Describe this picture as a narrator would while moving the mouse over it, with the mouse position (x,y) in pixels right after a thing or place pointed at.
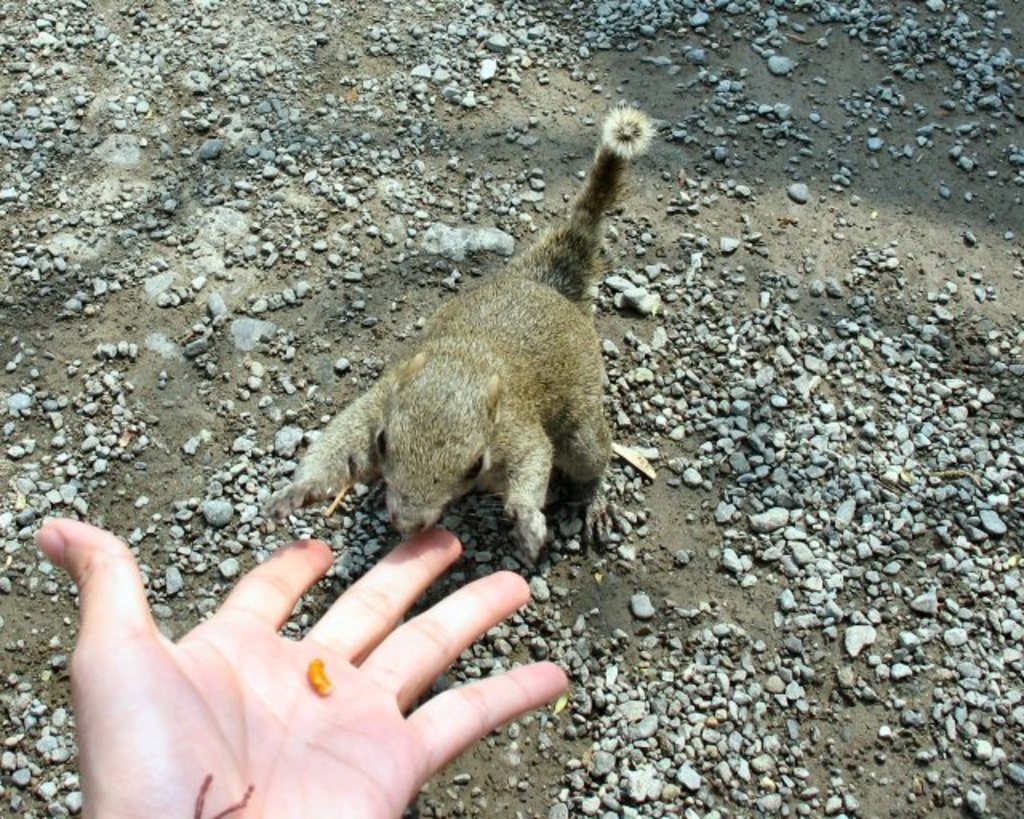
This picture a squirrel (484,455) and we see a human hand (335,698) and we see a nut (310,666) in the hand (280,599) and we see small stones (829,362) on the ground (591,579).
